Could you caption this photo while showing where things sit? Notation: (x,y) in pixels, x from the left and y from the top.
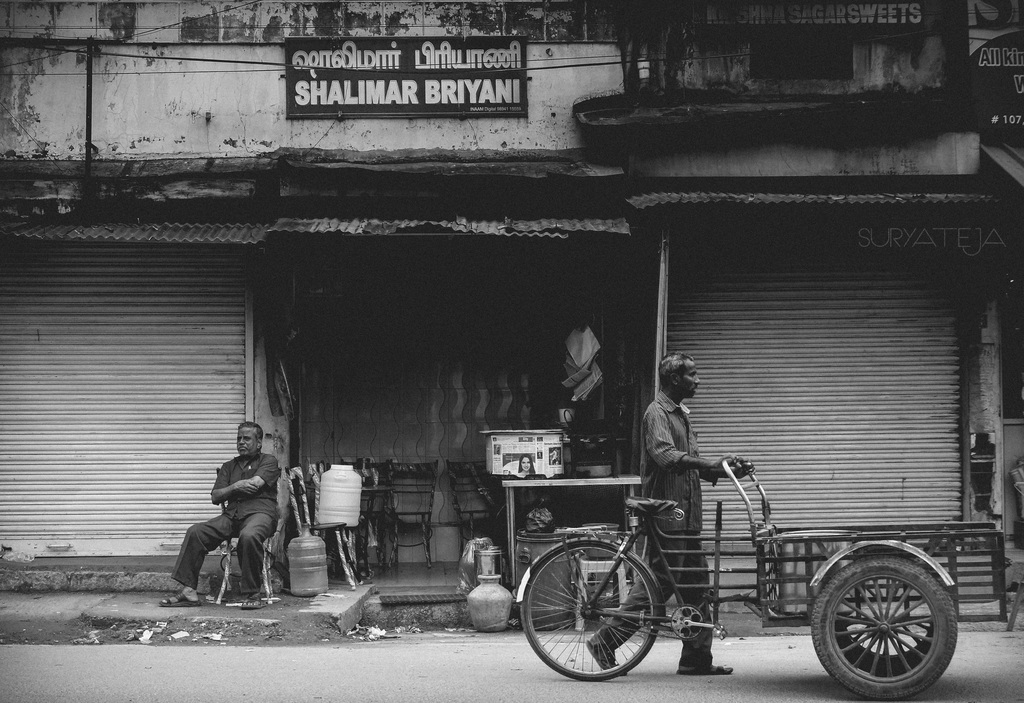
In the picture we can see a three shops (11,438) with shutters (760,335) and middle we can see one shop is opened in it, we can see some chairs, table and some things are placed on it and outside of the shop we can see a man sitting on the chair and on the top of the shop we can see a board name on it as Shalimar biryani, and near to the shop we can see a man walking and holding a cycle cart (906,679).
